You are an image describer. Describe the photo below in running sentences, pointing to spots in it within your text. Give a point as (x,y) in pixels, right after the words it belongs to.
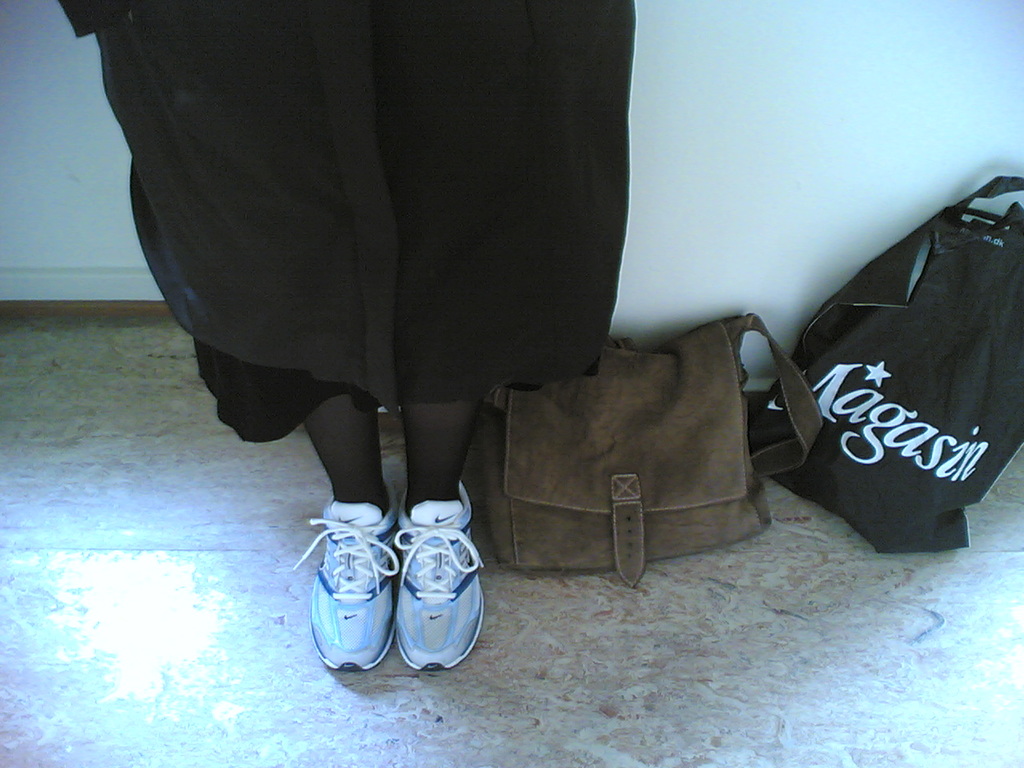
The picture consists of two bags (701,399) and a person (316,393) in black dress (564,311) and white shoes (372,599). At the top (759,109) it is wall (101,179) painted white. At the bottom (164,649) we can see tiles (164,637).
